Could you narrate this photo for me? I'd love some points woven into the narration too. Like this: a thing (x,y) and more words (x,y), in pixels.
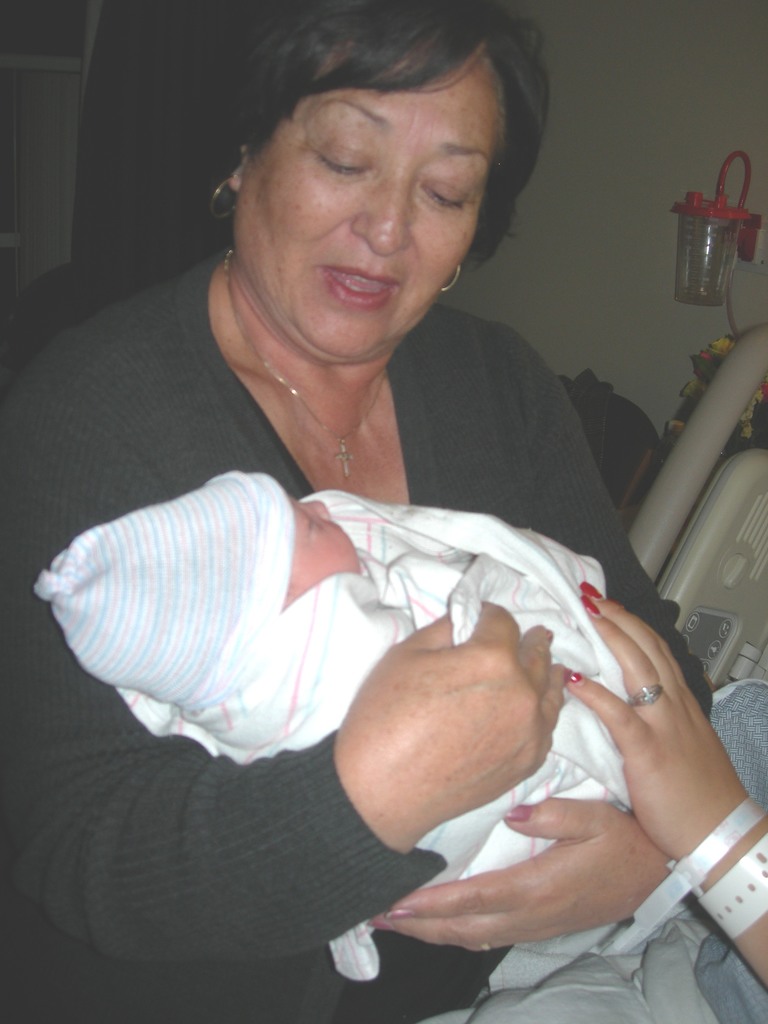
In this image in front (155,323) there is a person (333,327) holding the baby (267,658). Beside her there is another person (684,827). In the background of the image (603,275) there are a few objects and there is a wall (619,86).
